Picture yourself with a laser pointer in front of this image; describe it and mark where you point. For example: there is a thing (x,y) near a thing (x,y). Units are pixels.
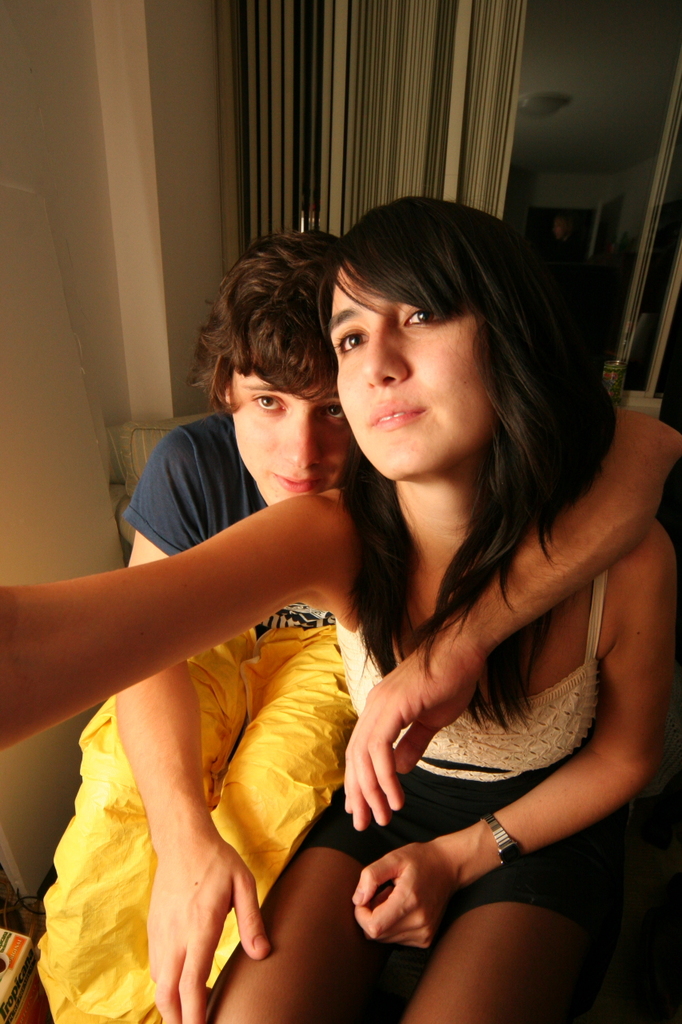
In this picture I can see a girl (533,510) and a boy (576,509) in the middle (441,522), in the background (570,131) there is a glass wall (601,199) and also I can see the window curtain (428,128).
